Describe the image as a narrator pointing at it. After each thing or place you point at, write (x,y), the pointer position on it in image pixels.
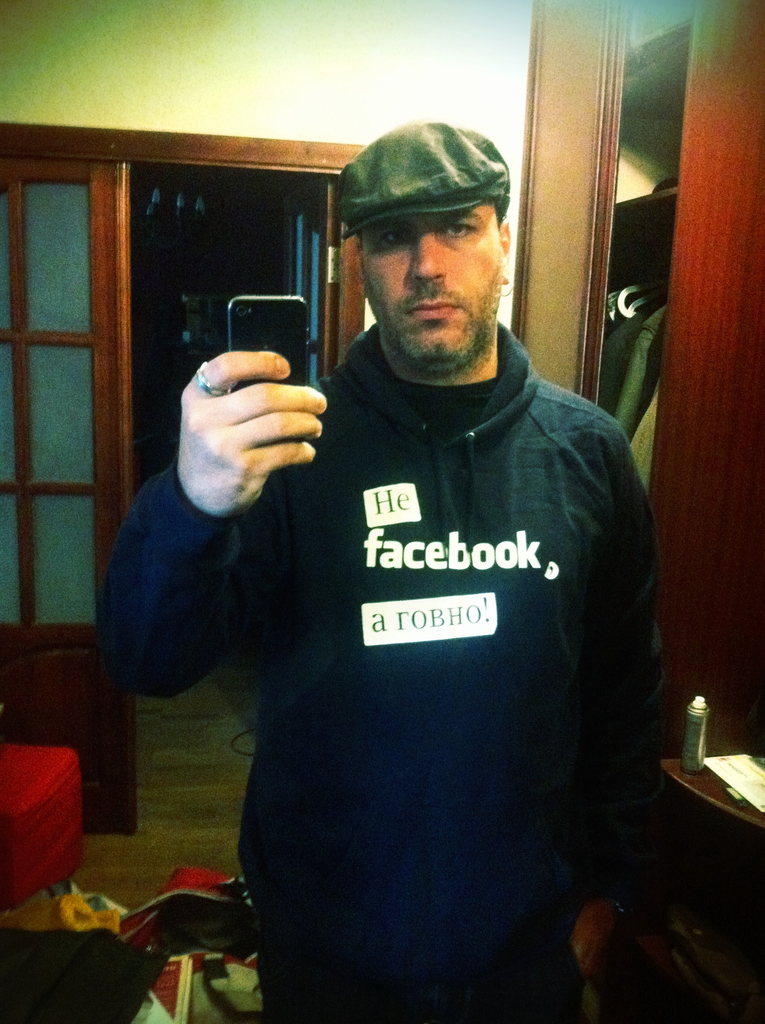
In this image there is a person (413,633) holding a phone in his hand (228,479), beside the person (570,501) there are a few objects (697,704) on a table (700,779), beside the table (704,798) there are a few clothes (642,319) inside a wardrobe (641,260), behind the person (523,356) there is a glass window (61,435) with an open door (99,341), on top of the door (93,331) there is a wall (228,103), on the right of the person (278,696) there are a few objects (86,896) on the floor (206,735).
